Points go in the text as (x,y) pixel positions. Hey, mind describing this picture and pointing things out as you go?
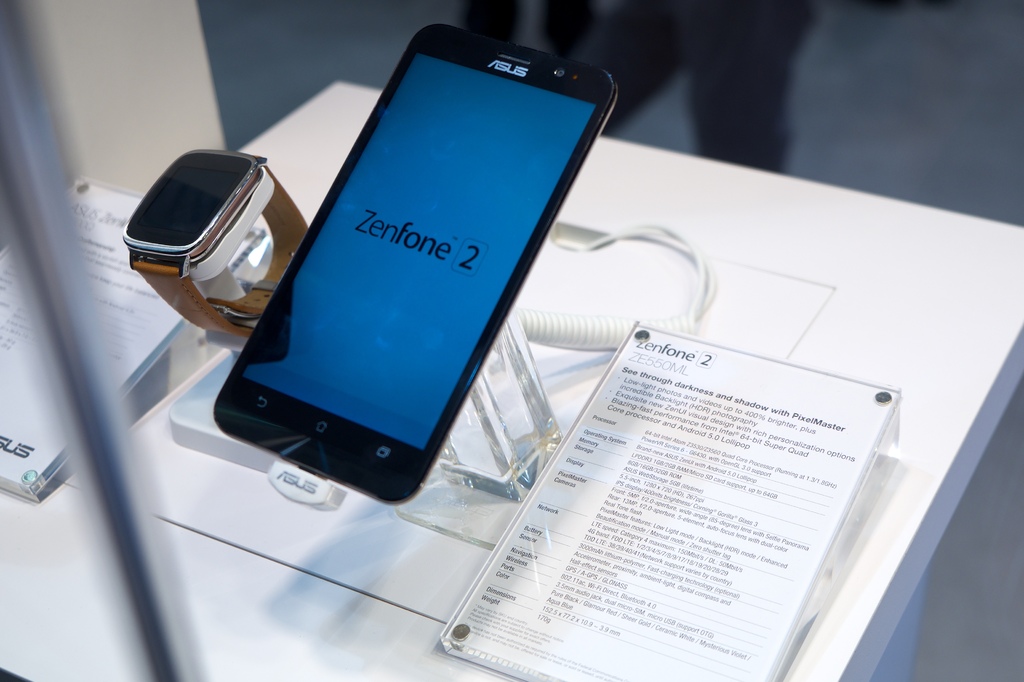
In this image we can see a mobile phone (477,263), watch (143,272) and the two text boards (143,294), wire (692,314) on the white color table (906,581).
